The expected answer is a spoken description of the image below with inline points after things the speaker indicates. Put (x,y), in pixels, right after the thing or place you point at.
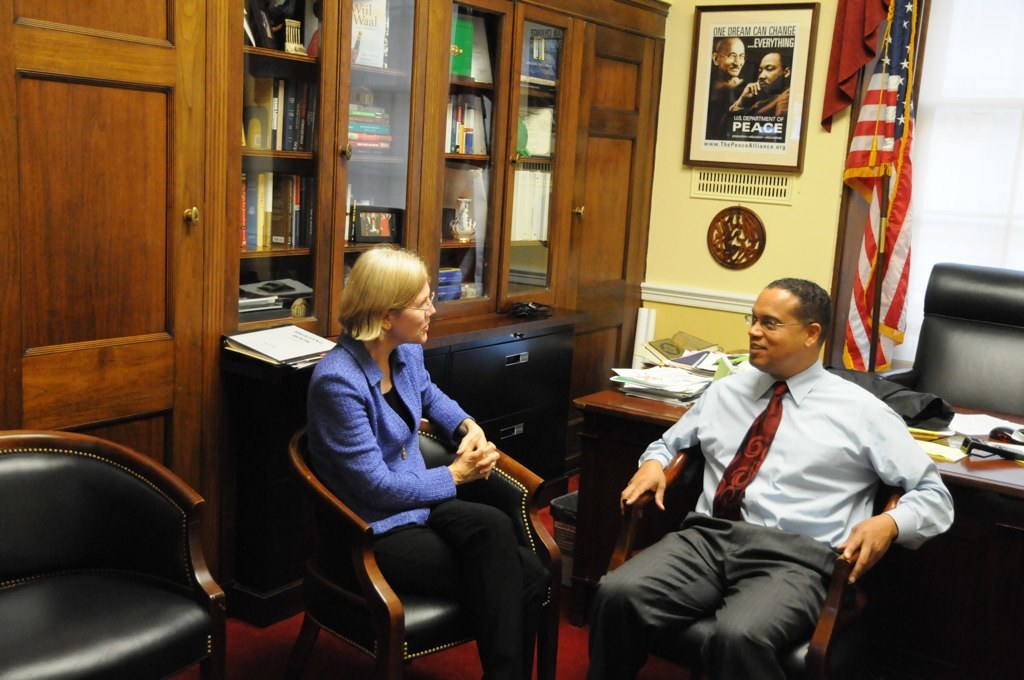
In this image woman (529,670) and man (700,432) who are sitting on chairs (422,606) and there is another chair (33,466) over here. In the background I see a table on which there are many papers (674,372) and other things (686,342) and over here I see a cabinet (183,238) in which there are many books (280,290) and few things (314,44). On the wall (848,109) I see a photo frame (775,133) and I see a flag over here.
